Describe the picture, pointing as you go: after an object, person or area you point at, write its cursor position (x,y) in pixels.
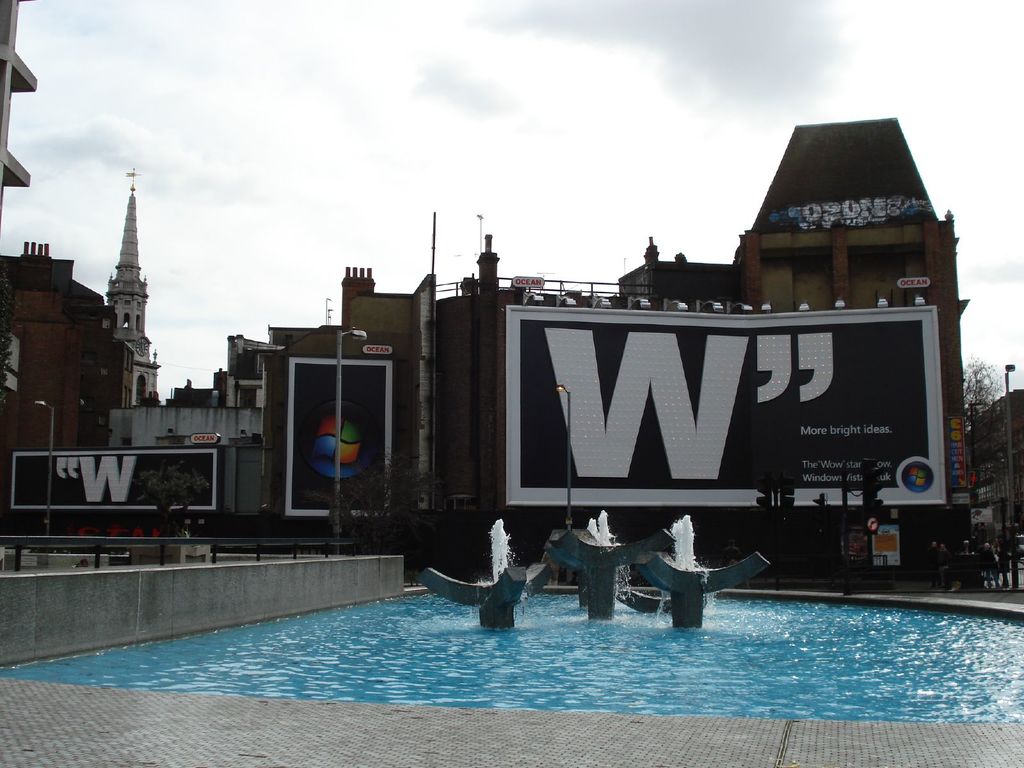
In this image we can see buildings (831,521), traffic signals (823,503), water (616,636), fountain (579,587), street pole (1013,542), person's (1001,547), vehicle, sky (591,193) and clouds (259,123).
